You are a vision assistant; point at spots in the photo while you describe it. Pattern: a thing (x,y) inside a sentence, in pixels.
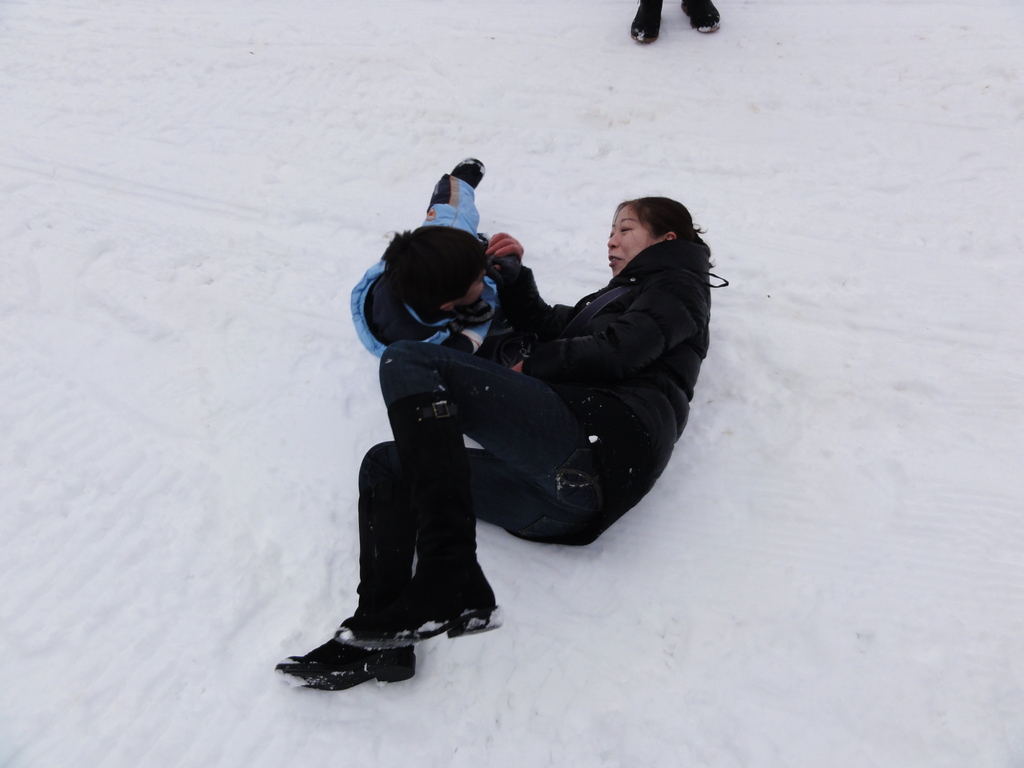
The woman (564,420) and her kid (474,257) are playing in snow (298,278). The woman (643,350) holding her kid (492,283). Women (688,240) wore black jacket (630,371), jeans (492,381) and black boots (435,572).
